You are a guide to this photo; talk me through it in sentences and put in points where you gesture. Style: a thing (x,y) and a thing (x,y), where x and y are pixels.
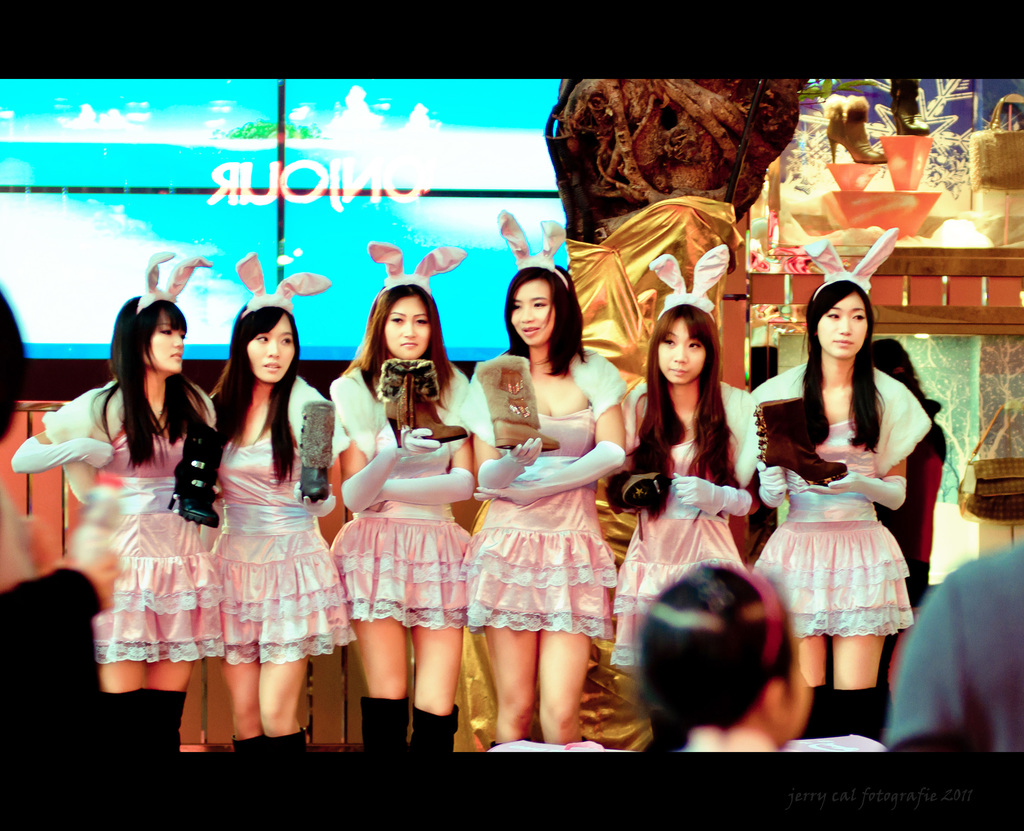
In this image, we can see persons (664,543) wearing clothes (455,500). There is a screen (467,207) at the top of the image (471,232).
